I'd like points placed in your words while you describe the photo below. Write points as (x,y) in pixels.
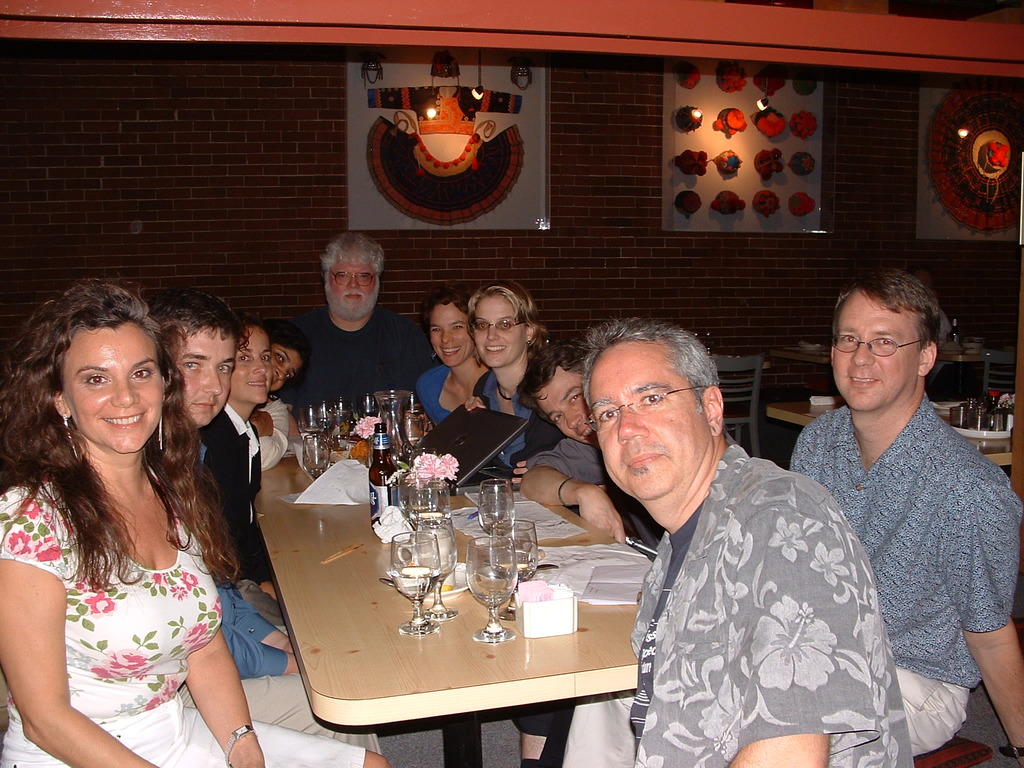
A group of people (107,319) sitting around the table (350,723) and on table (577,646) we have some glasses (431,565), tissues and a laptop (494,438) and some frames (410,103) on the wall (994,277).
